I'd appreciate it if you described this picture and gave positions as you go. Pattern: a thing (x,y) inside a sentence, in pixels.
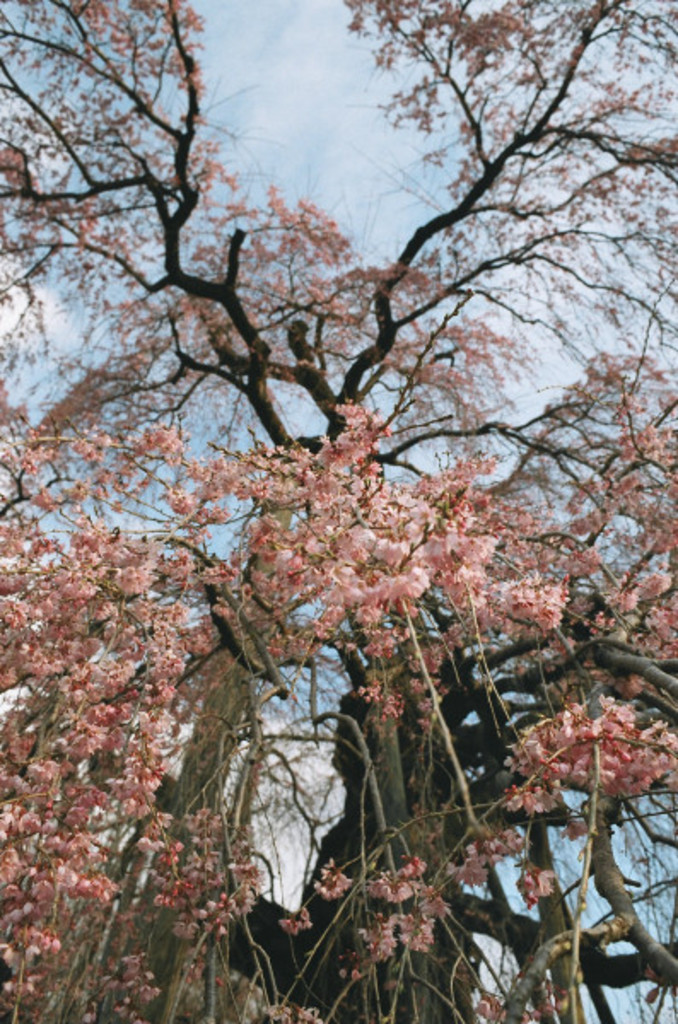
In the center of the image (318,375), we can see a tree (408,684) along with flowers (411,575) and at the top (325,107), there is sky (343,139).
